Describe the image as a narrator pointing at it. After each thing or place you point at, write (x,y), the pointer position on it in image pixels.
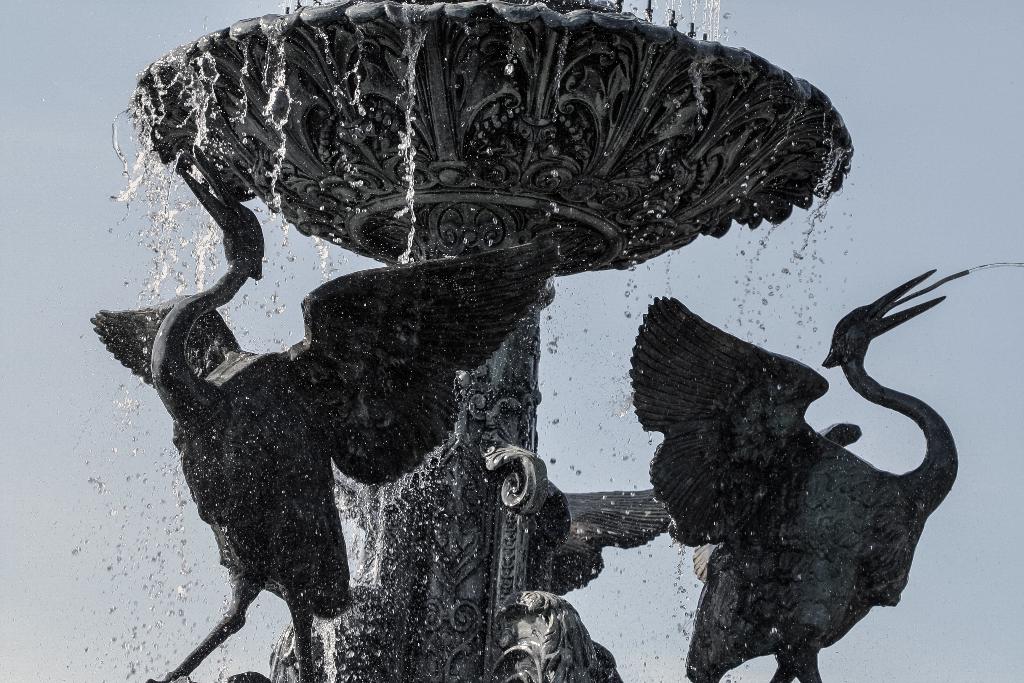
We can see water fountain (708,424) and we can see bird statues (816,504). Background (991,26) we can see sky (23,245).
